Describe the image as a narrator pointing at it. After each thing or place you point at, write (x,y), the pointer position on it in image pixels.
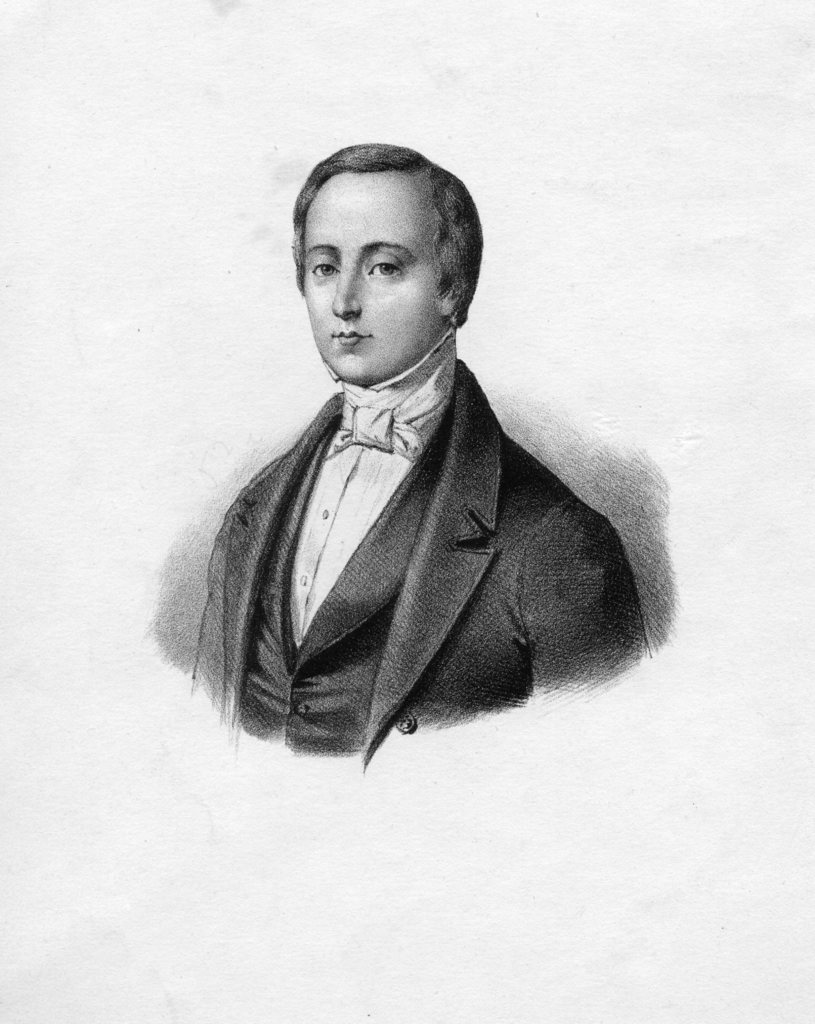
A pencil sketch of a person (421,467). This person (416,503) wore suit (468,568). Background (733,348) it is in white color.
